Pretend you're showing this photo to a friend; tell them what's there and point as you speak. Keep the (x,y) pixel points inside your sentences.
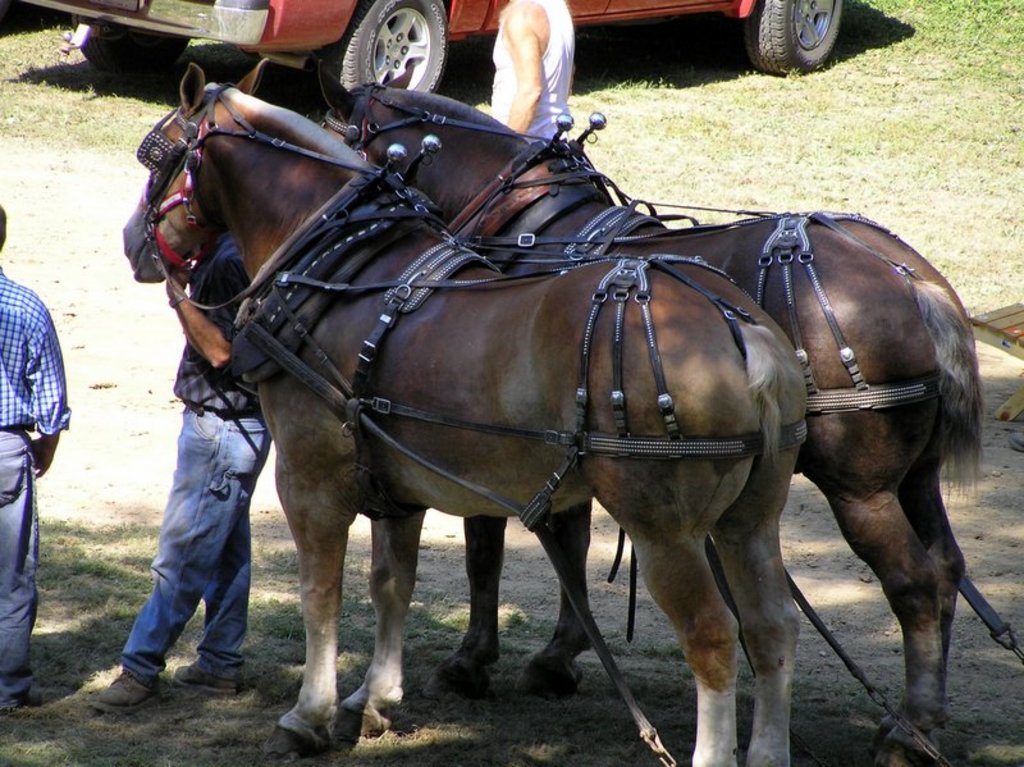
In the center of the image (494,265) we can see horses (383,614) on the ground (100,251). On the left side of the image (194,379) we can see persons (15,458). In the background (463,52) we can see person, grass (471,61) and car (405,64).
